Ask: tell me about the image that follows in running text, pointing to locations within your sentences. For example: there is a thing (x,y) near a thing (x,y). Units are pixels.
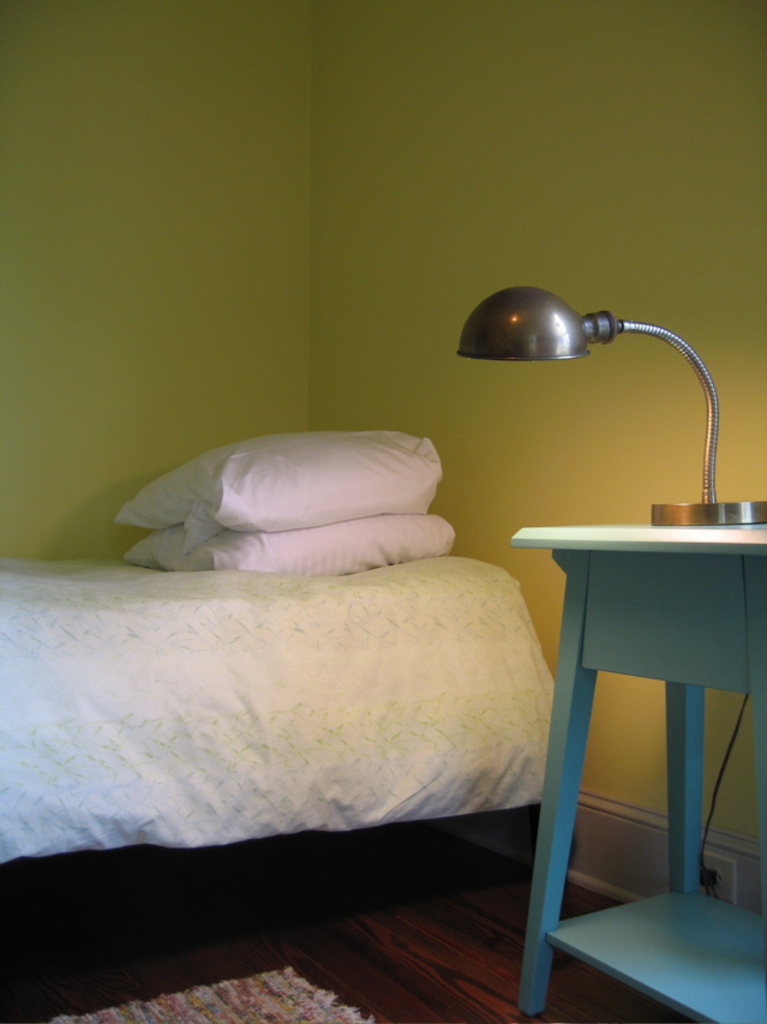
On the background (408,155) we can see a wall (451,172) painted with green color. Here we can see a bed cot (288,746) with white colour blanket (249,581) and pillows (280,553). Near to the bed cot (395,565) we can see a table (670,669) and on the table (715,566) there is a table lamp (501,316). this is floor (304,942) and a mat (286,1007).
